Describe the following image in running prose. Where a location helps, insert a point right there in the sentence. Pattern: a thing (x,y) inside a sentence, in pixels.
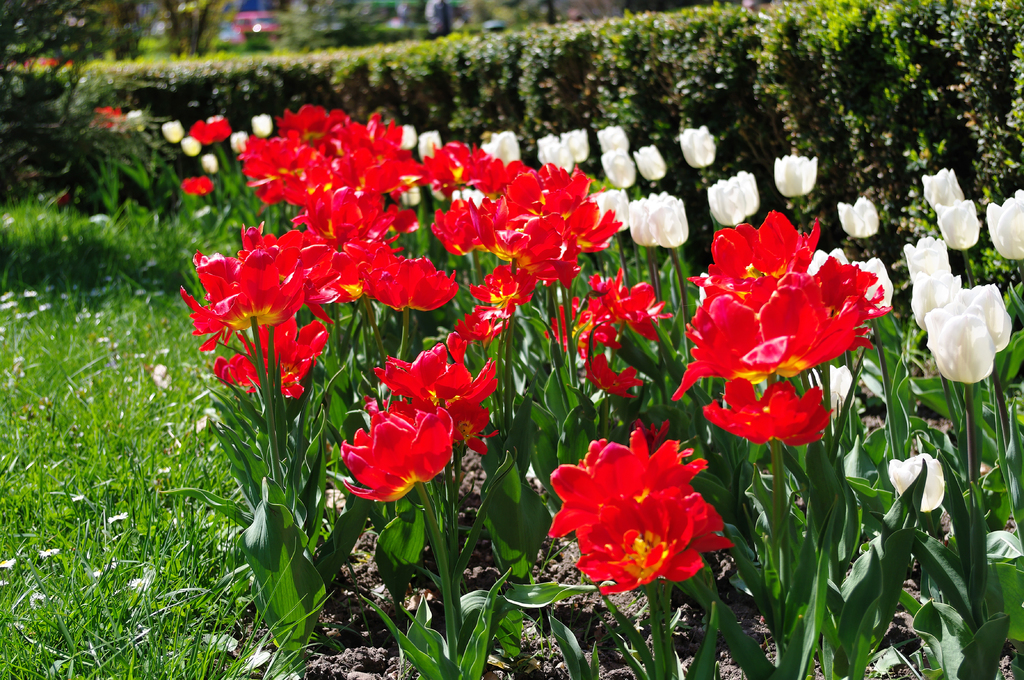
In this image there are plants (498,420) and hedges (527,53) on the ground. To the left (144,464) there's grass (80,410) on the ground (122,426). There are flowers (735,374) to the plants (583,293). There are tulips (944,350) in the image.
